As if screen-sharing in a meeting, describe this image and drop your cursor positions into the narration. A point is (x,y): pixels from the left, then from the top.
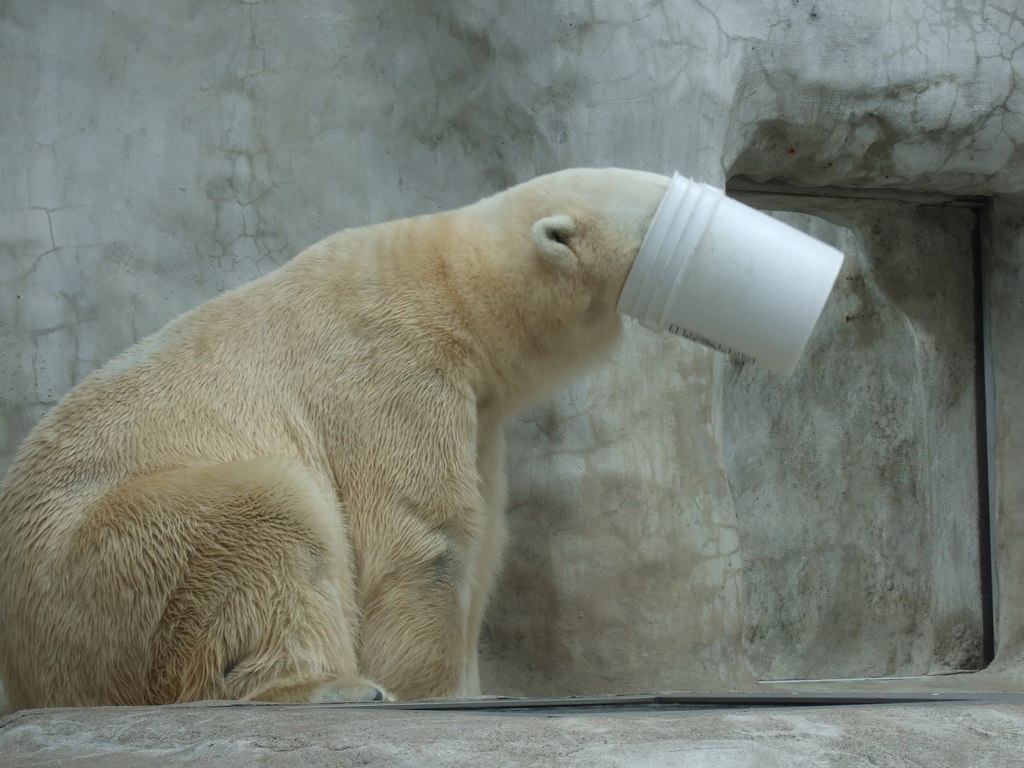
There is a polar bear (327,406) on the left side of the image (197,390), it's face (616,291) is stuck in a bucket (779,363), it seems to be there is a wall (376,62) in the background area (406,15).
